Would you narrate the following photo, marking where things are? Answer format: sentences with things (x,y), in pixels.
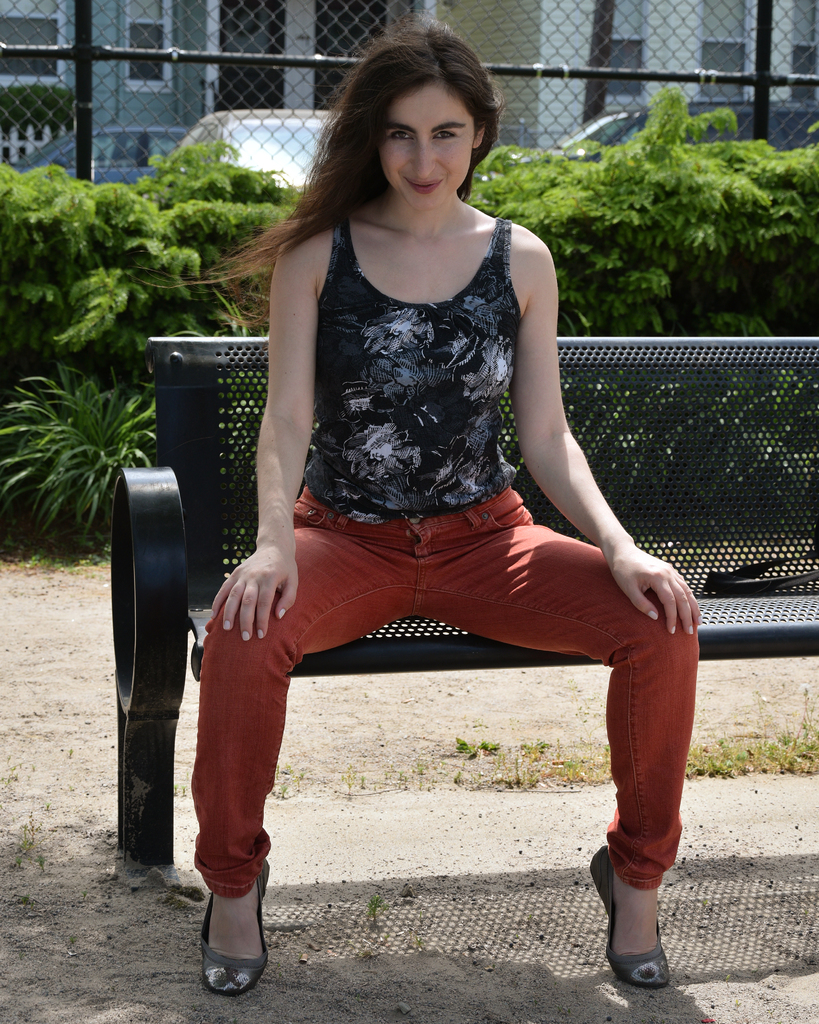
In the image we can see a woman (391,393) sitting, wearing clothes (424,364), shoes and she is smiling. Here we can see the bench (698,572), grass (788,763) and plants (120,286). We can even see there are vehicles (312,118), mesh (152,110) and the building (576,59).
